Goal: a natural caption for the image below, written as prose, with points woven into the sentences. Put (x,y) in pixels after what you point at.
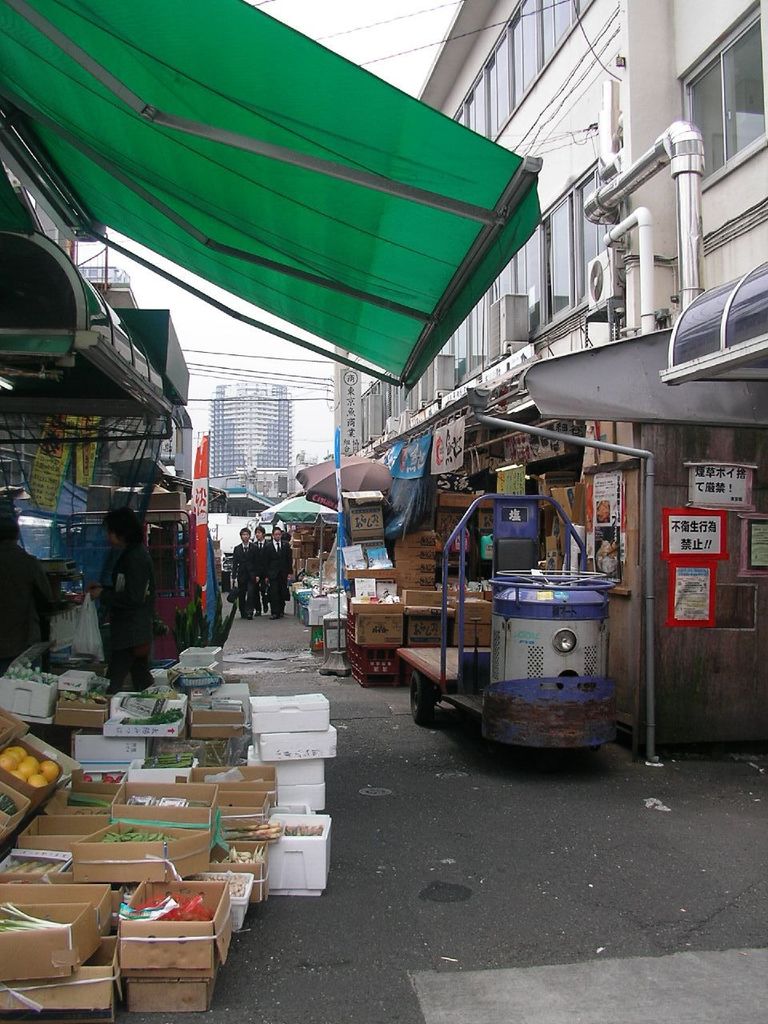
In the foreground of the image (319,801) we can see a road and some boxes (196,952). In the middle of the image (427,597) we can see some persons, boxes (427,597) and building (277,478). At the top of the image (293,177) we can see the green color curtain (357,203) and a building (510,120).
